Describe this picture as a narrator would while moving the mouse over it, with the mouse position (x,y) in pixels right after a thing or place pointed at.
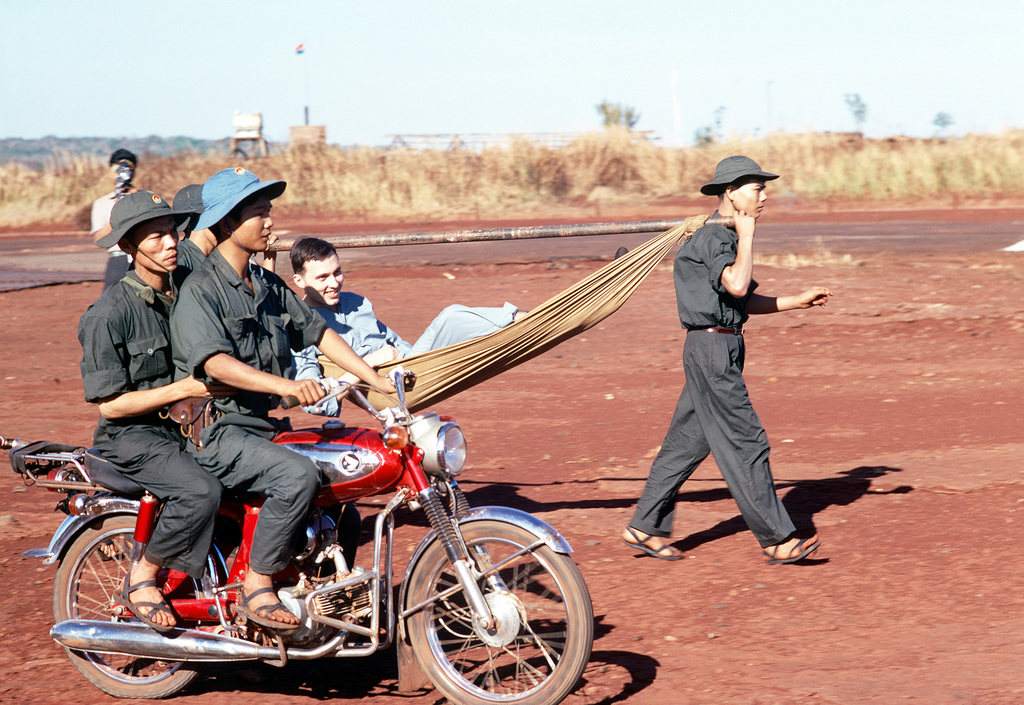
We can find different persons (228,443), two persons (265,422) on the motor vehicle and one person (731,350) walking, carrying an object (592,310) in that object (440,363) a person (326,325) is sitting and he is laughing, another person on far away standing, little bit far away we can see the heap of grass (428,173) and then we can also see trees (629,118) and also building (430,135) far away and a flag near that building (311,133), here we can also see the sky (652,53).
